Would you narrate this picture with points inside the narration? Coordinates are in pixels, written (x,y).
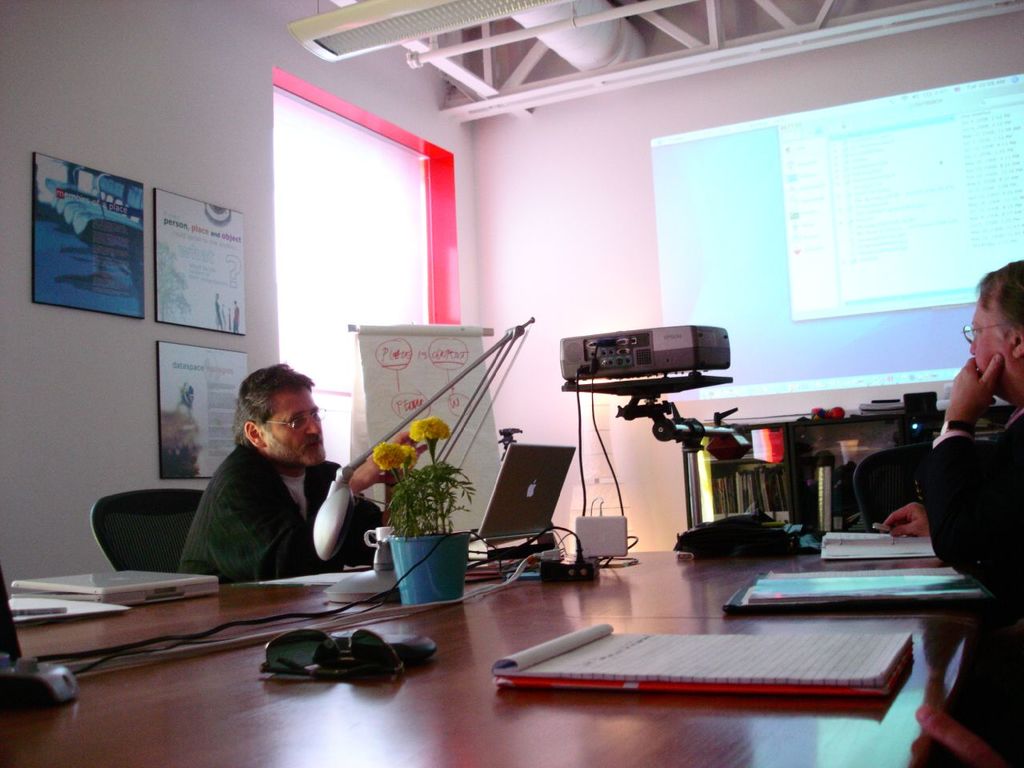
In this picture there are two men (281,481) sitting in the room (194,532) and discussing something. In the front (259,660) there is a table (506,761) with the laptop (506,490) and projector lamp (622,367). Behind there is a white color roller banner (456,410) and a wall (103,450) with three photo frame (159,422) hanging on it. On the straight wall (643,162) there is a projector screen (794,329) and above we can see the air conditioner pipes (622,39) and a metal frame (807,27).
